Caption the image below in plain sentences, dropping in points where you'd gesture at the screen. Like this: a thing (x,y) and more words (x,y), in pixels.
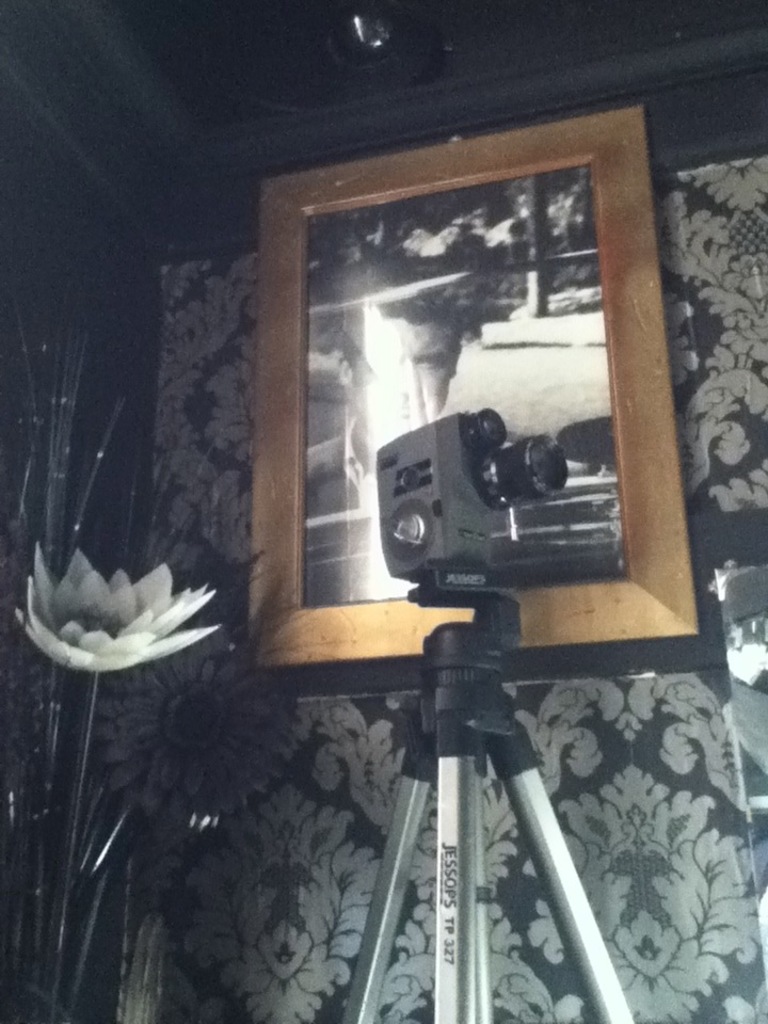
In this image I can see the camera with stand (482,865), decorative object (255,733) and the frame (270,657) to the wall (355,705).
